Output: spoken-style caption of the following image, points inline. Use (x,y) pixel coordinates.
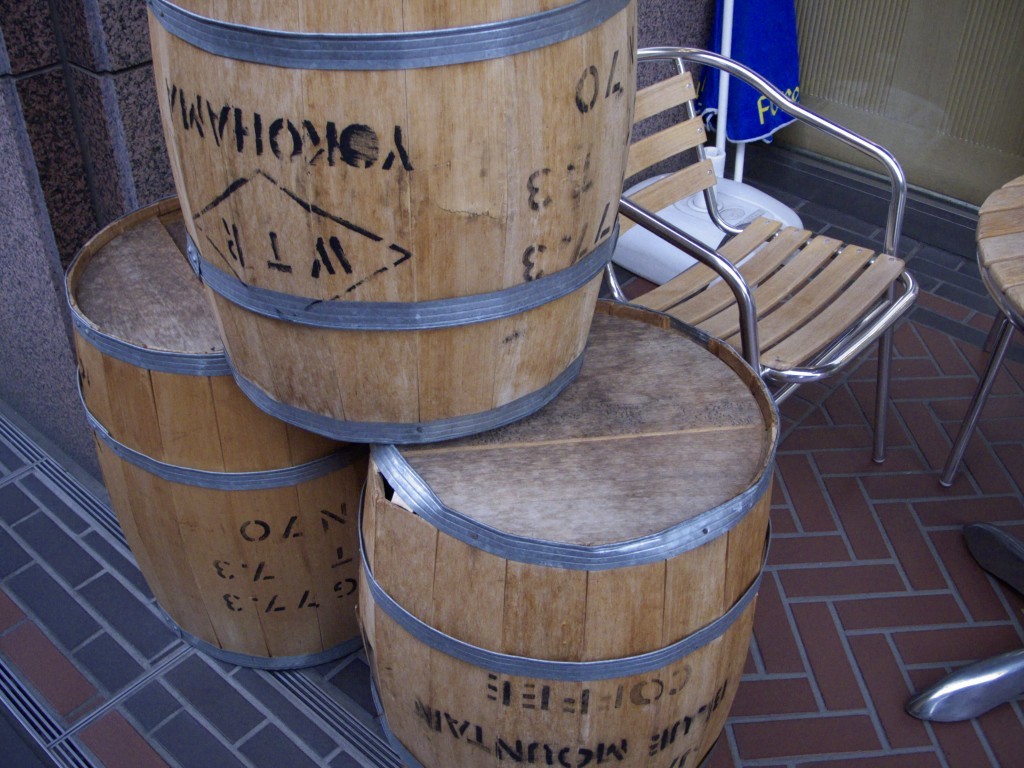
This picture consists of three barrels (379,568), a chair (677,234) and a table (979,232) present, there is a wall (17,249).
